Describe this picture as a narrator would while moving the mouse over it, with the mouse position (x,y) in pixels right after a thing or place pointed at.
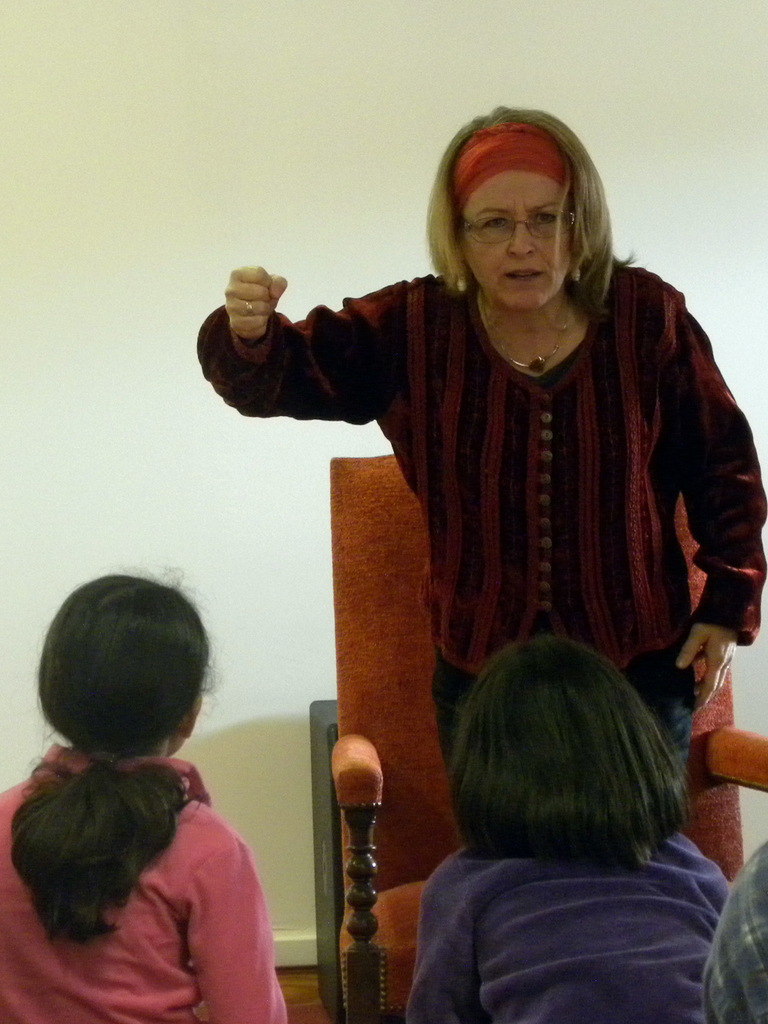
In this image there are two girls (123,813) towards the bottom of the image (161,697), there is a woman (516,390) standing, there is a chair (385,666) behind the woman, there is a wall (373,152).
